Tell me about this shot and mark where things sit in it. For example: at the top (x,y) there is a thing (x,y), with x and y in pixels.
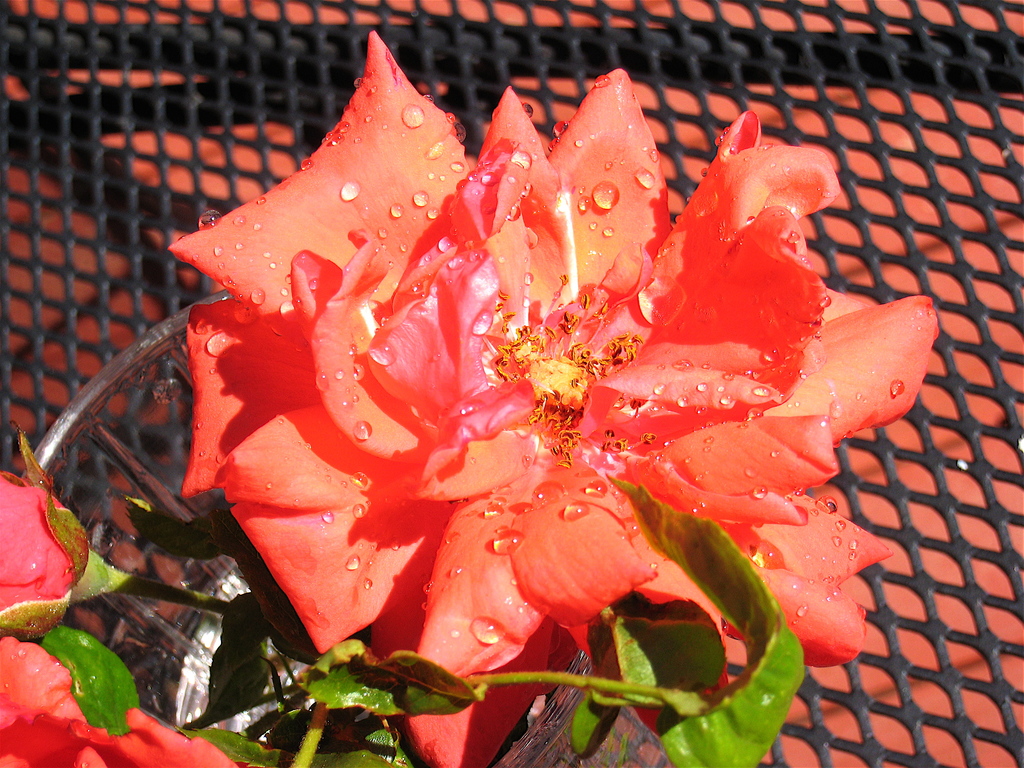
In this picture we can see a red rose flower (534,446) with green leaves (706,555). It has water droplets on the petals (459,282).
